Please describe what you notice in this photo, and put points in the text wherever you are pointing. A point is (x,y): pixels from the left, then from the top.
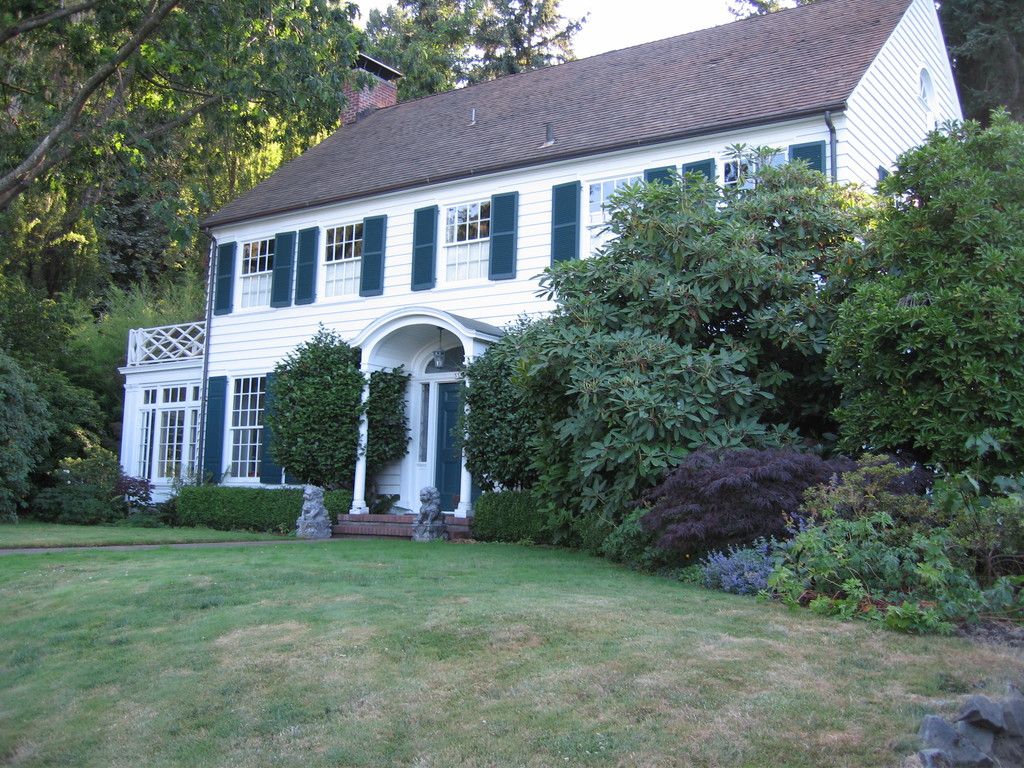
There is grass (393,576) on the ground (792,697). In the background (743,486), there are trees (641,363), plants (641,363), a white color building (504,176) which is having windows (745,188) and a door (449,454) and there is sky (687,24).
